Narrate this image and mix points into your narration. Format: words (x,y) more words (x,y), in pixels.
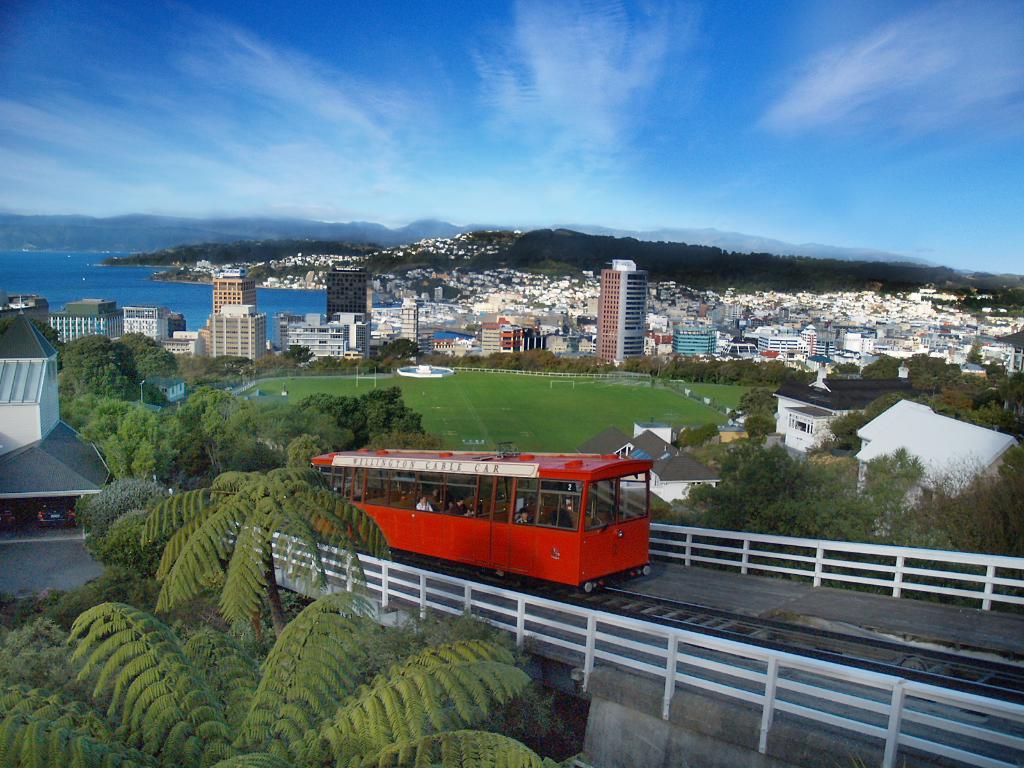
In the center of the image (507,477), we can see a cable car (555,493) on the bridge (608,624) and in the background (297,419), there are trees (198,370), buildings (273,282), towers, hills (805,282), poles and there is water (108,280). At the top (522,116), there are clouds (522,116) in the sky (324,105).
